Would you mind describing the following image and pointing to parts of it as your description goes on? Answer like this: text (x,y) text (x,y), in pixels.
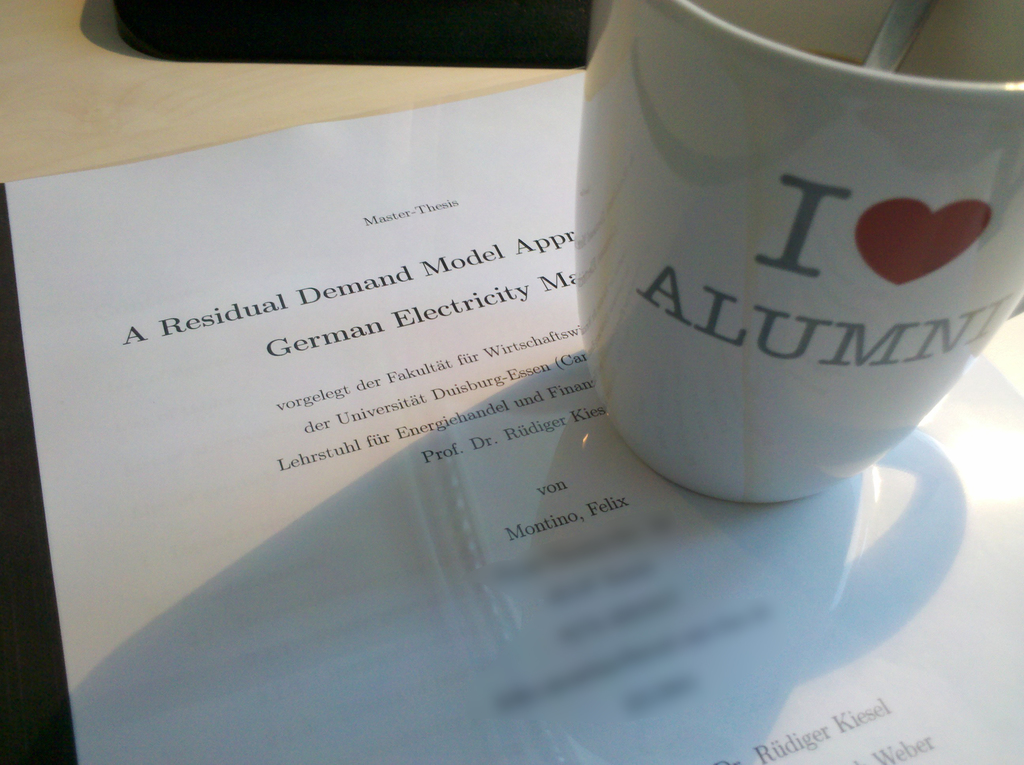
In this picture we can see a mug (870,104) and a spoon (895,62) here, at the bottom (676,523) we can see a paper (486,514).
